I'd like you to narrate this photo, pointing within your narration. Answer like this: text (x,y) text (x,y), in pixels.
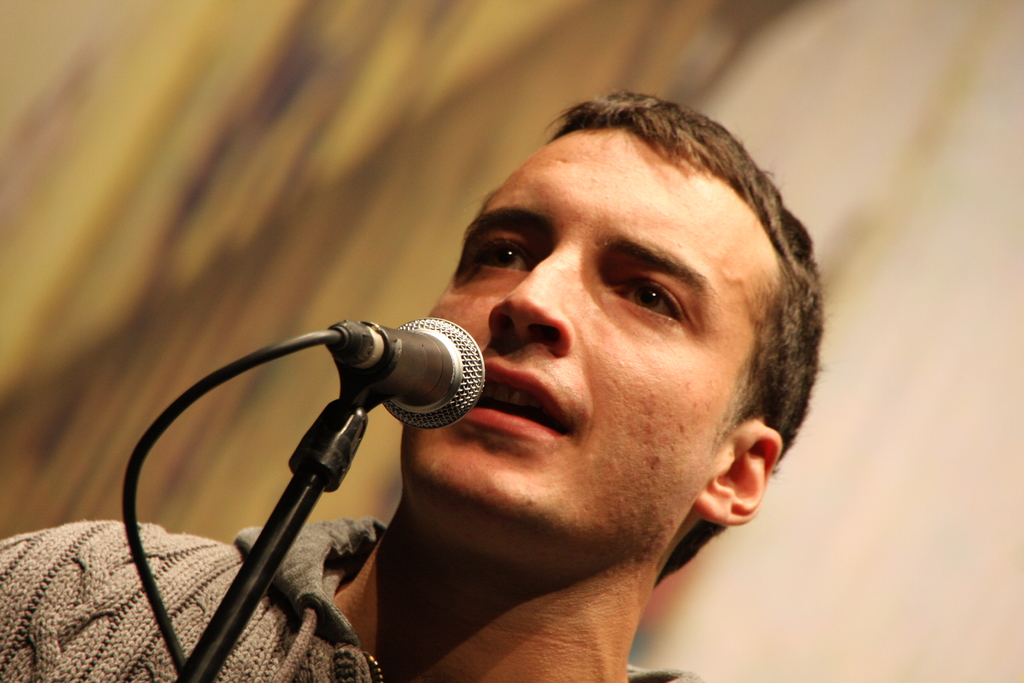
In this picture we can see a man (620,645) wearing brown sweater (112,610) and singing in the microphone (429,391). Behind there is a blur background (149,269).
